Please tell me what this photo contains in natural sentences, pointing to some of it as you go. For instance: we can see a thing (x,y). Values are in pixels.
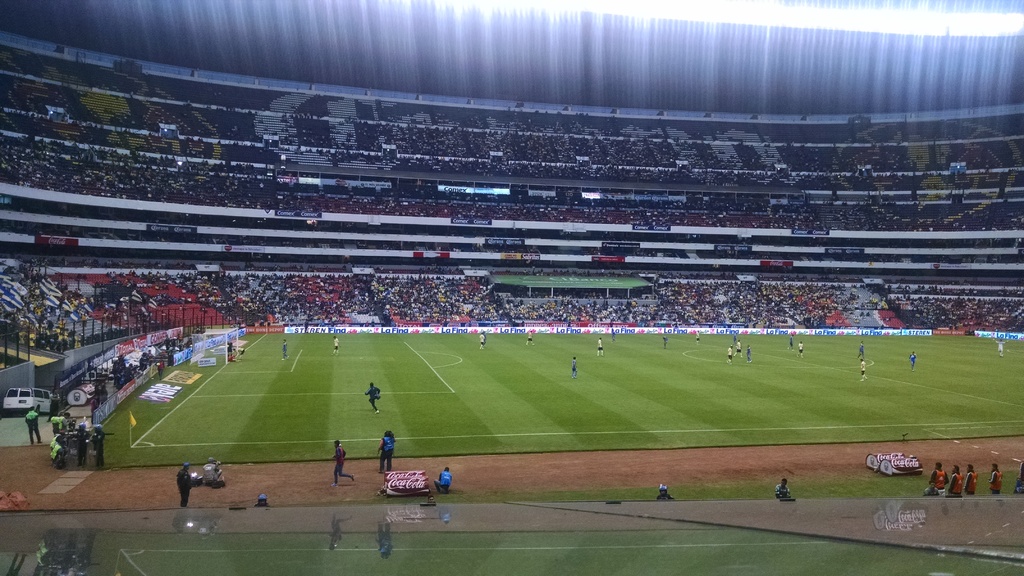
In this image I can see many people (389,464) are on the ground (415,406). To the side of these people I can see few more people (55,430) and many boards (388,491). To the left (8,400) I can see the vehicle (18,409). In the background (17,313) I can see many people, railing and the boards (548,327). I can see these people (591,172) are in the stadium (424,230).
